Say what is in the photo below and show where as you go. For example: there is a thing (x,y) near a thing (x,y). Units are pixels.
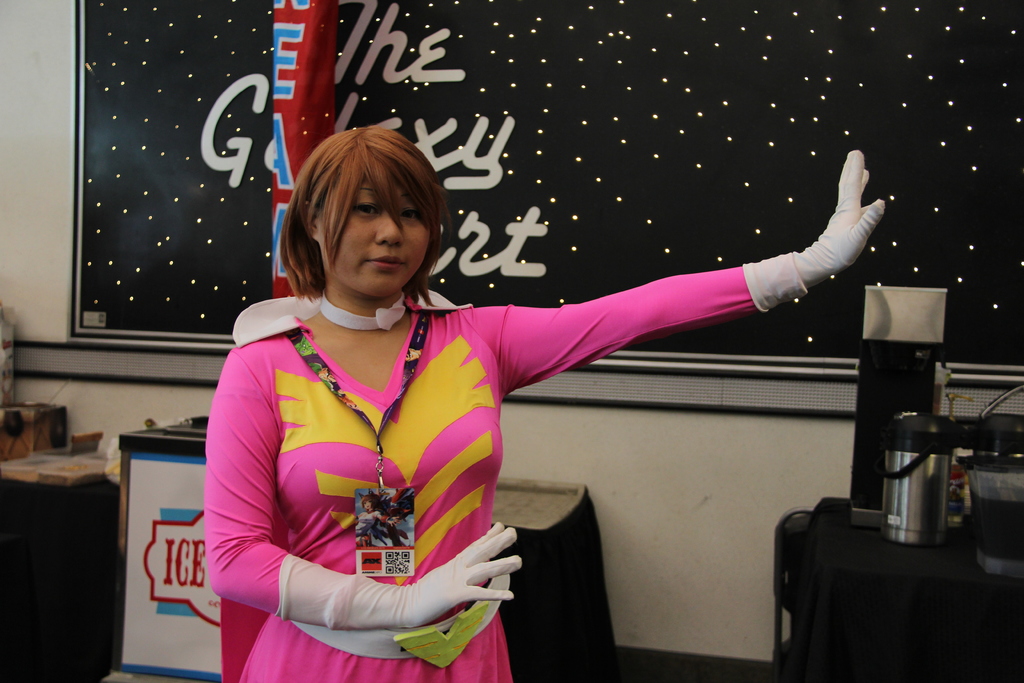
A person (324,419) is standing wearing a pink dress (269,447), white gloves (316,598) and an id card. There are tables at the back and there is a black board (498,17).
